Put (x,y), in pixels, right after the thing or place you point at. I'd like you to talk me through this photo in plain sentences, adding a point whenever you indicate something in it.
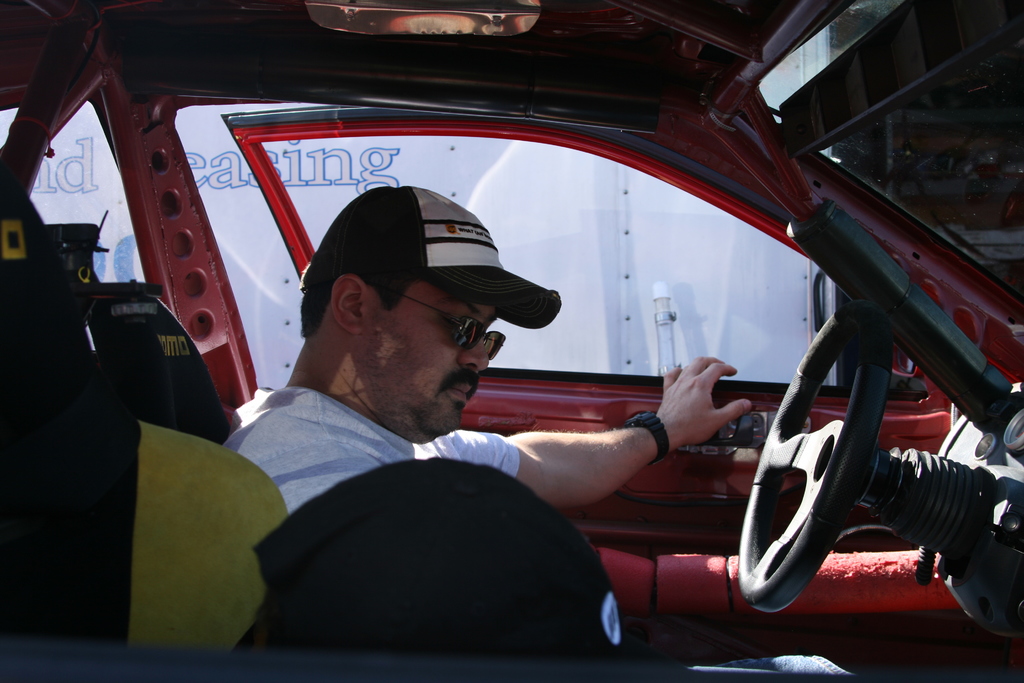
The picture is taken inside a car (481,417) where the person (378,418) is wearing a cap (428,261) and t-shirt (345,455), in front of him there is a steering (795,423) and behind him there are a seats (134,373) and outside of the car (311,246) there is a van (415,158) white colour and some text (294,175) on it.
